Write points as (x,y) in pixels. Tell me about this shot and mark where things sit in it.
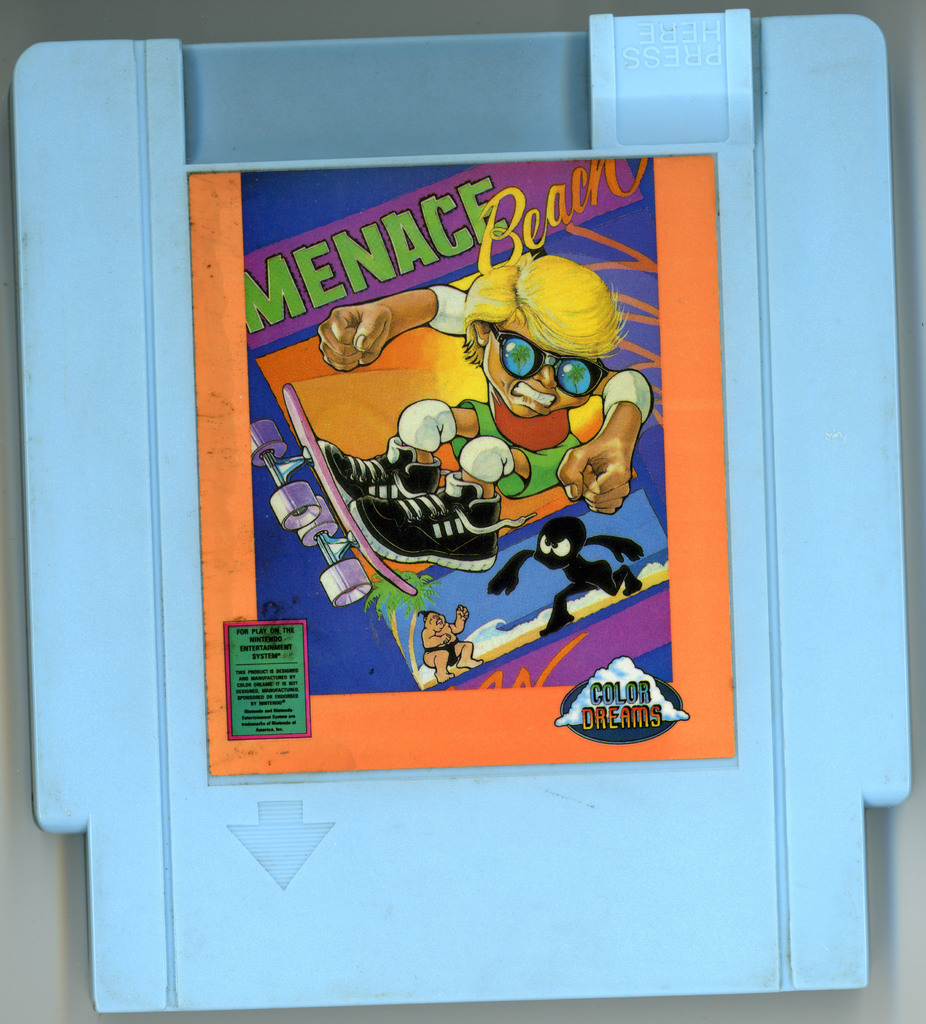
In this picture, we can see a poster (348,447) with some text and some images (397,403) on the blue color object (479,882).
